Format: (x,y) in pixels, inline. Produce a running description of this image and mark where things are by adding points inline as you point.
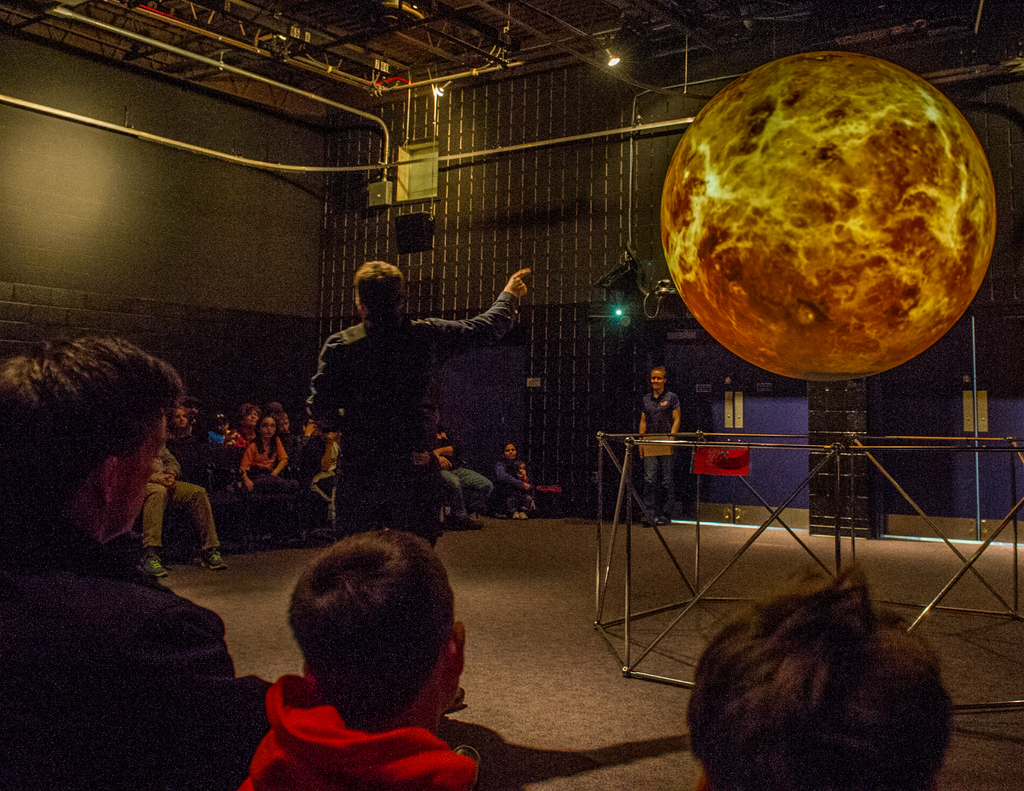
In this image we can see a person (371,306) wearing black color dress (394,339) explaining about the planet (738,347) and at the background of the image (221,498) there are some persons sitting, there are some lights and wall (336,196).
